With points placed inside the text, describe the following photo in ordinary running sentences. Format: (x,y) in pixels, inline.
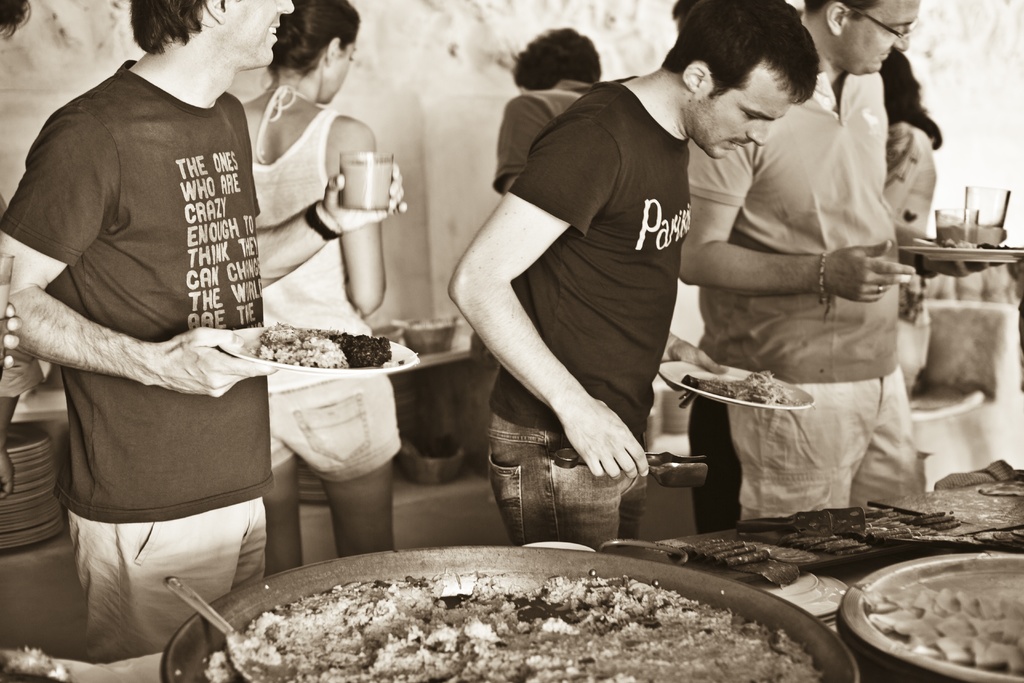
In this image I can see group of people (294,213) standing, the person (206,199) in front (102,187) holding a glass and a plate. In front (479,628) I can see food (466,581) in the bowl (816,677) and I can also see few spoons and the image is in black and white.
